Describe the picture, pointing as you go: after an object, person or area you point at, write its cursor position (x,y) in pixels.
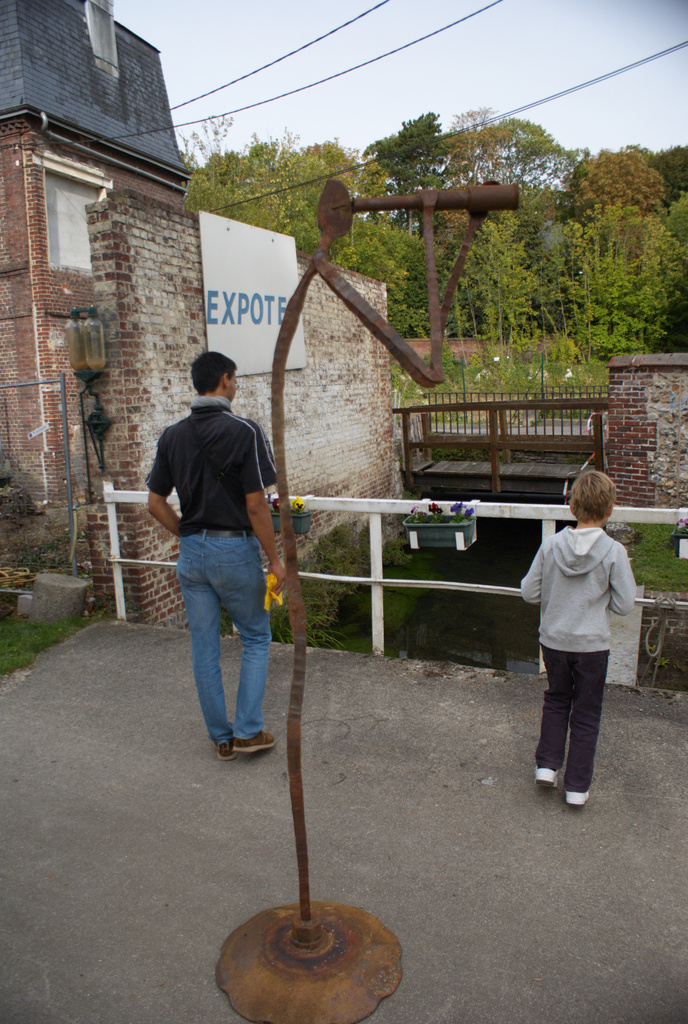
In this image I can see a man (247,476) and a boy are standing, In the front of them I can see railing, few buildings (49,411), few wires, an iron gate (562,393), number of trees (599,312) and the sky (429,68). In the front (262,990) I can see a brown colour iron thing (376,329). I can also see a white color board (257,289) in the background (262,294) and on it I can see something is written.
